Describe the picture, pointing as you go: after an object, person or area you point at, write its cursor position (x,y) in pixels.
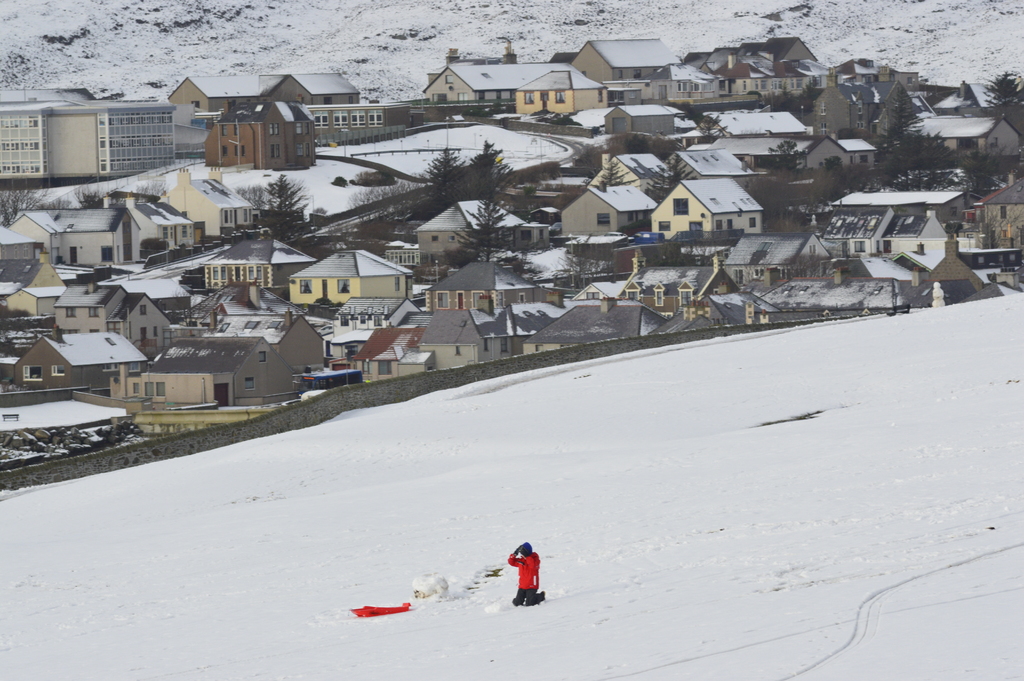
As we can see in the image there is a man (529,560) wearing red color dress (526,565). There is snow (533,523), houses (375,355), trees (412,235) and buildings (317,291).
